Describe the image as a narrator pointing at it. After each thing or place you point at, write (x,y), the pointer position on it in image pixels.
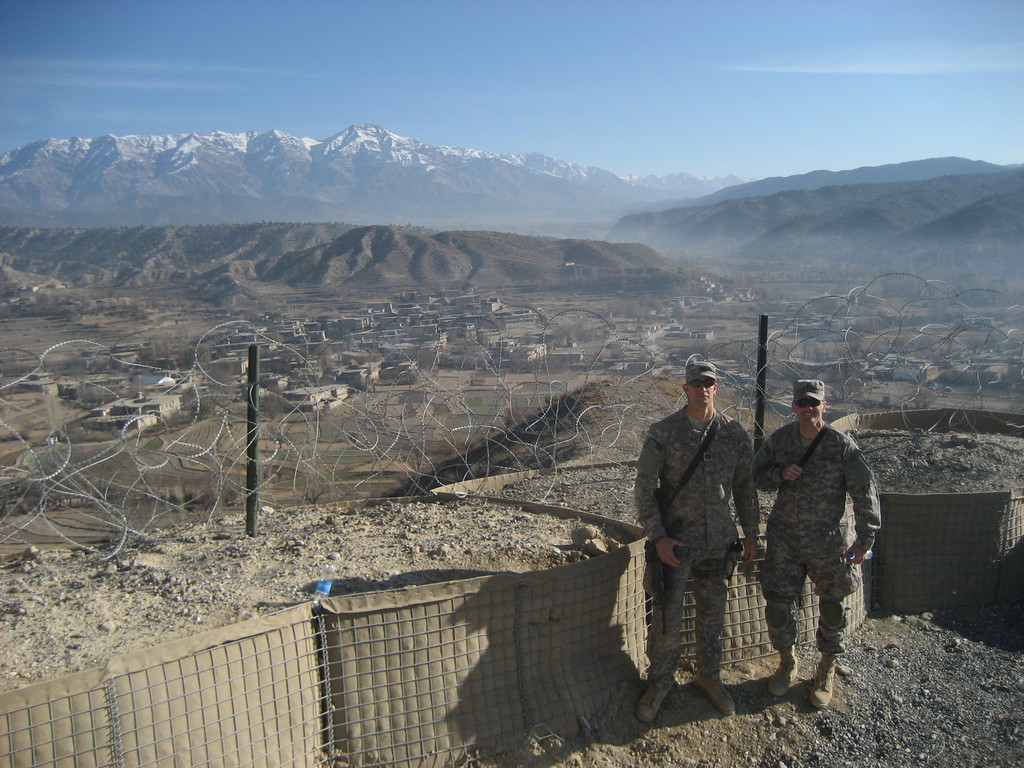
This image is taken outdoors. At the top of the image (368,103) there is the sky (757,110) with clouds (915,65). In the background (230,179) there are many hills (499,180). There are many houses (432,330). There is wire fence (123,431). There are two iron bars (249,450). There is a ground (382,540). There is a mesh (308,695). On the right side of the image (857,496) two men (778,462) are standing on the ground (769,671).
